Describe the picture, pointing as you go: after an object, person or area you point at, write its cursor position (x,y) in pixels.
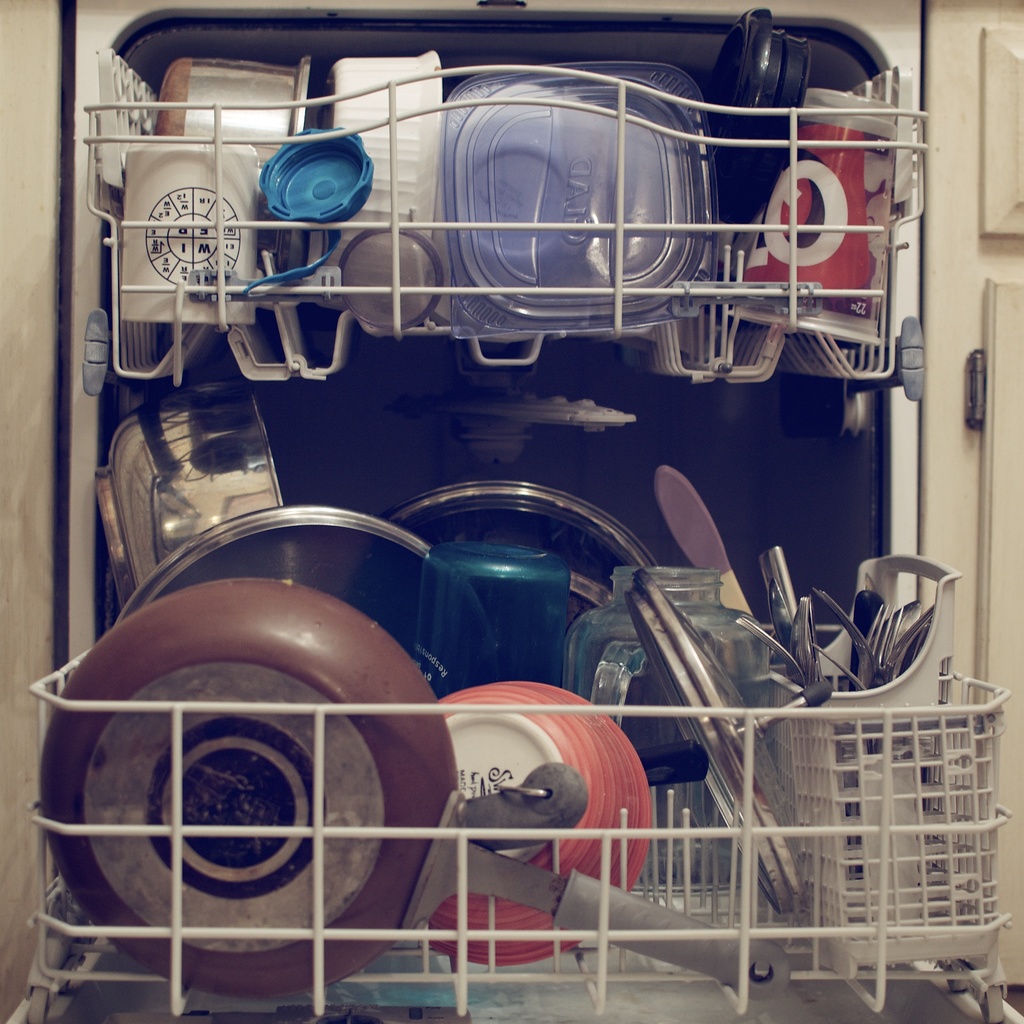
In this image, this looks like a steel rack (606,298). I can see a frying pan (289,635), bowls (268,507), glass jar (586,638), cup (817,170), boxes (622,246), serving spoons (800,628) and few other utensils (484,527) in the rack (711,705). This looks like a door (1002,532).
